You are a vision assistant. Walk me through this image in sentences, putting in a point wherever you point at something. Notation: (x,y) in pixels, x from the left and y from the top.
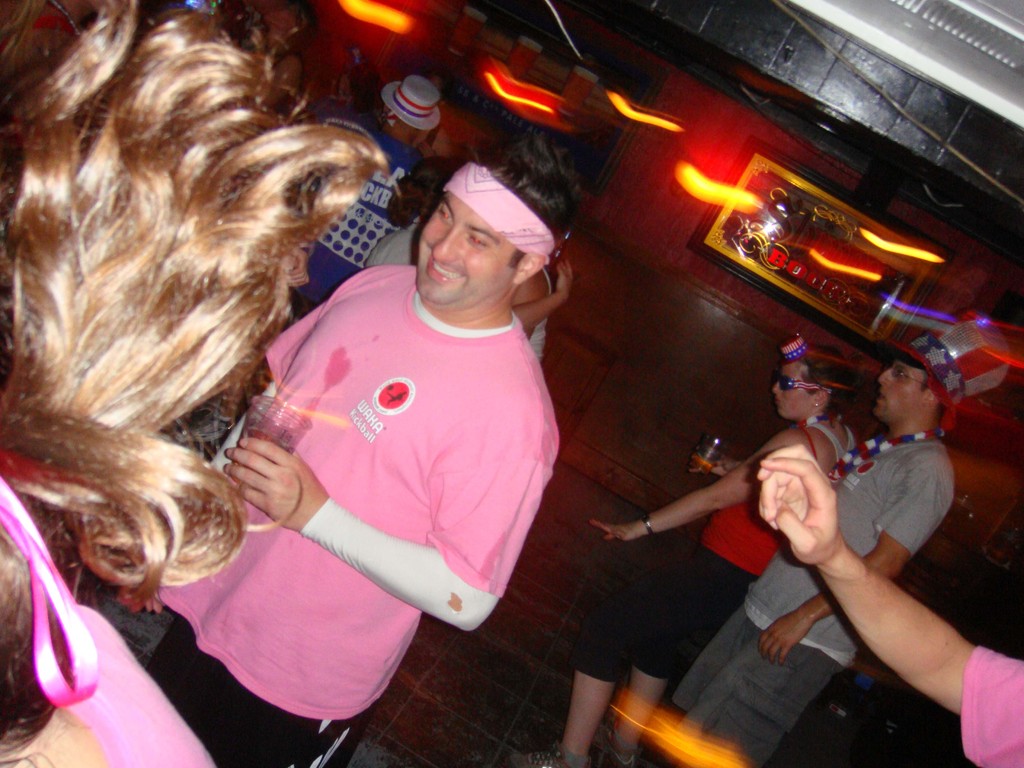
In this image we can see people (41,718) standing on the floor (512,679). In the background (801,264) we can see wall (625,424), frames (825,268), ceiling (666,37), and lights (821,256). On the right side of the image (1000,658) we can see hand (785,512) of a person (803,503).
